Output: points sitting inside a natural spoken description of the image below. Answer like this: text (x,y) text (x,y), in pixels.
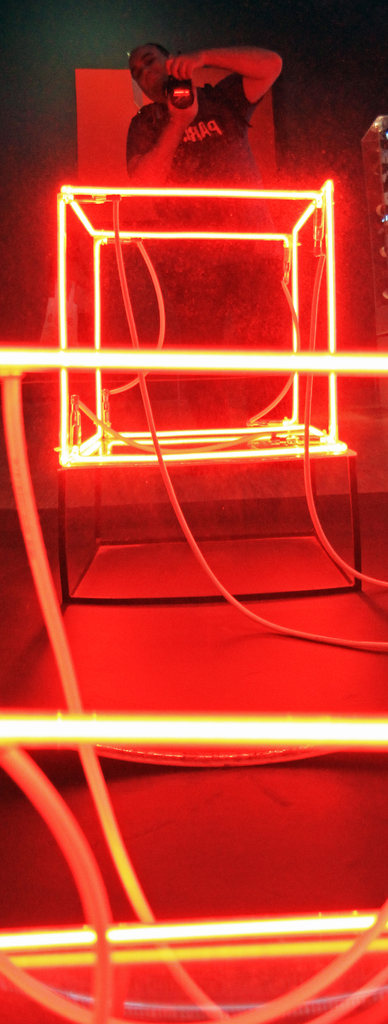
In this image there is a person (189,144) holding a camera (185,97) in his hand (196,80). He is standing behind the box (182,454) having lights (334,927).
